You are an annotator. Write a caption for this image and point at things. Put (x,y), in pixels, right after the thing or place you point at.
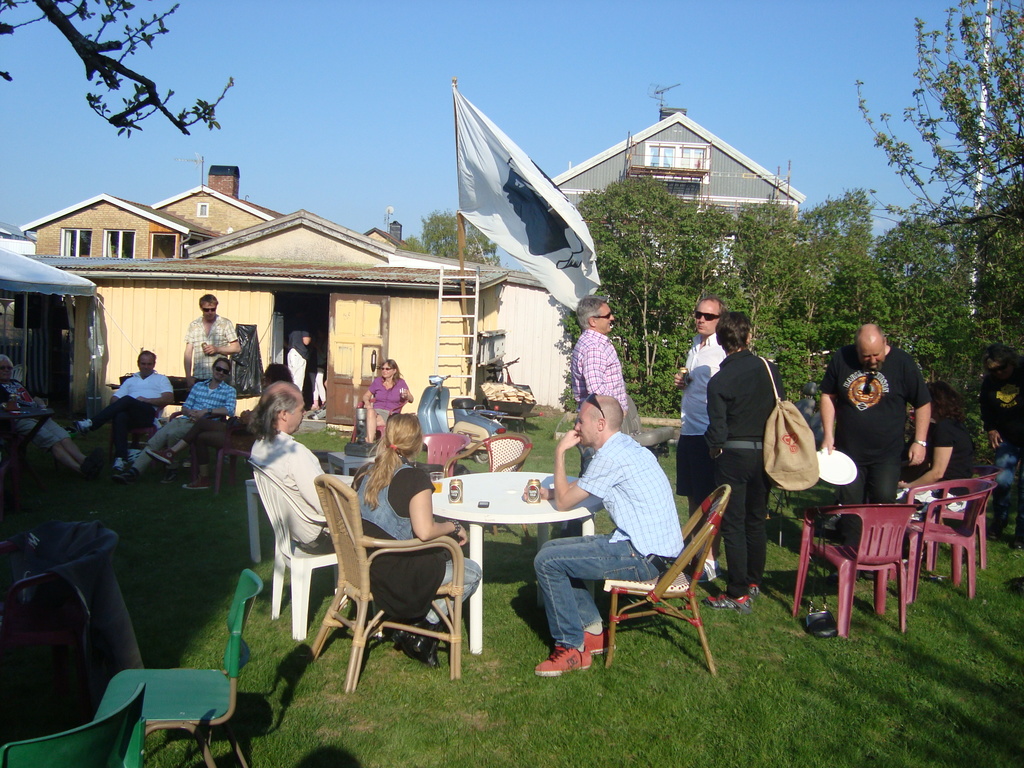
There are group of people (191,450) in the image some are sitting and few are standing. There is a vehicle (498,425) and a flag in the middle of the image (485,408), there is a building (364,320) at the background (379,329) and at the right side of the image (978,295) there is a tree (978,269) and at the top of the image (389,99) there is a sky (389,99).
